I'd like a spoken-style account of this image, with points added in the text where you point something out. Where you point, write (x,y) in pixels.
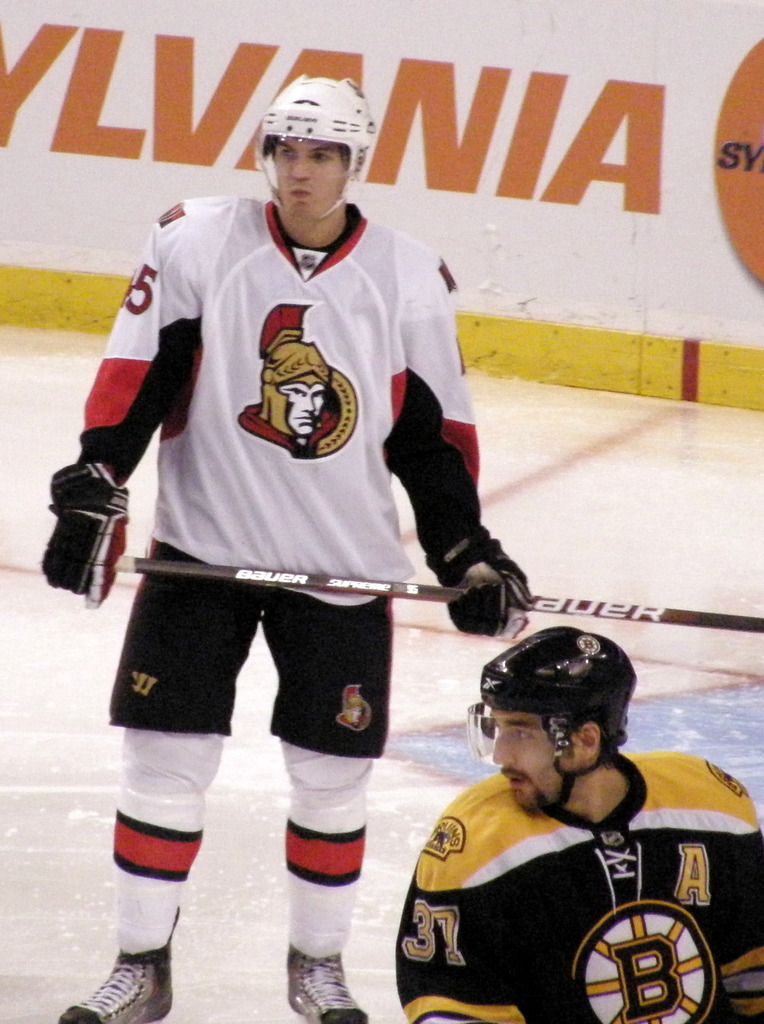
In the center of the image (451,510) there is a person (153,750) standing and holding a hockey stick (367,584). At the bottom right corner (553,914) there is a person (552,950). In the background (583,124) there is a wall (493,107).
